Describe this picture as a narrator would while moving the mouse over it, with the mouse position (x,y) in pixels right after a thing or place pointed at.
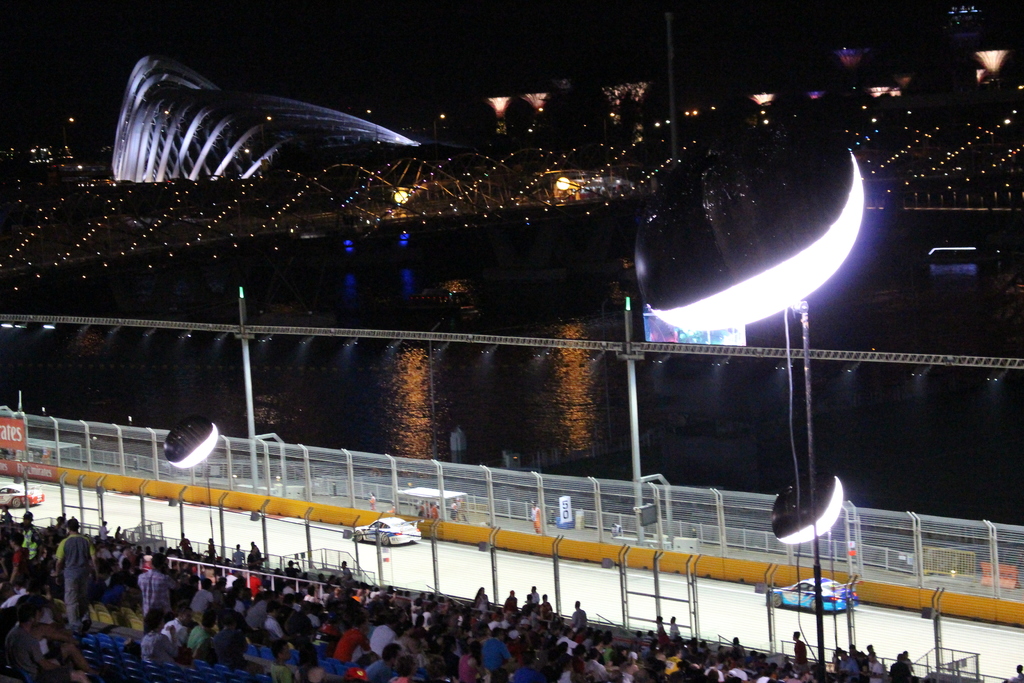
This picture might be taken inside a stadium (616,585). In this image, in the middle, we can see group of people (202,640) sitting on chair (231,669) and few people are walking. In the background (368,398), we can see net fence (461,567), cars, few people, water (363,410) in a lake (378,426), lights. In the background (405,115), we can also see black color.
